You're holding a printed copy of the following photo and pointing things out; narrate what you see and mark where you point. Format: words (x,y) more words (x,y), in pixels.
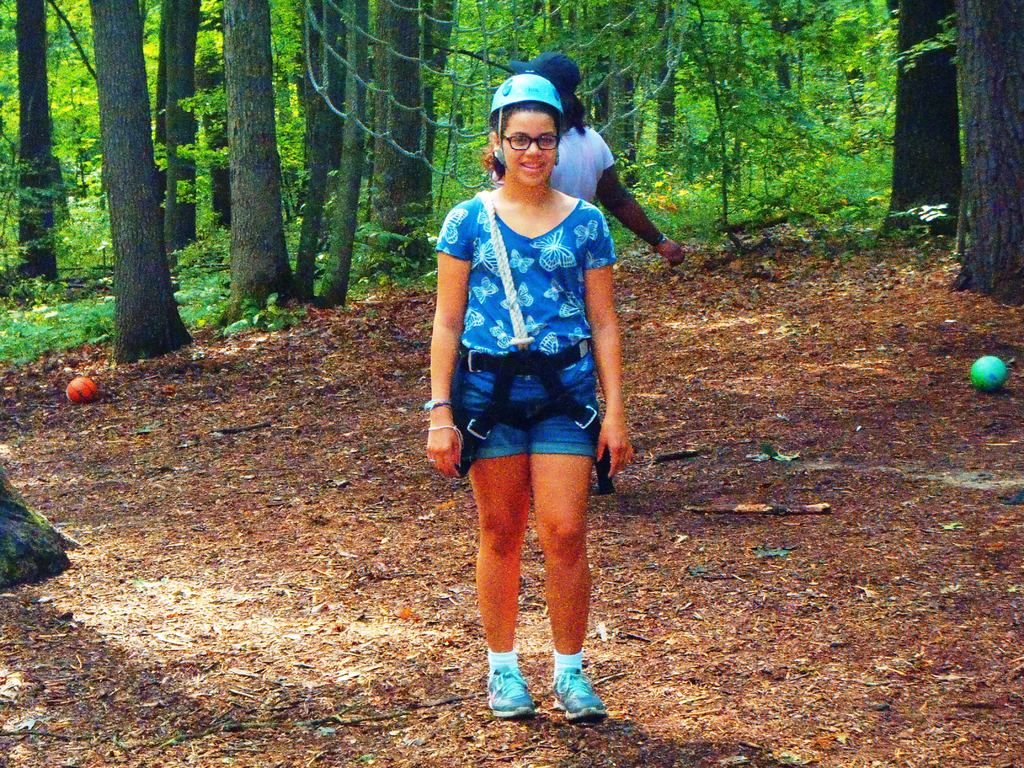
In this image there is a woman (564,337) wearing a cap (501,90). She is standing on the land (813,618). Behind her there is a person (558,175) wearing a cap (558,70). Top of the image (381,43) there is a net (409,60) hanging. There are balls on the land (815,321). Background (275,270) there are trees (240,261) and plants (360,230).
